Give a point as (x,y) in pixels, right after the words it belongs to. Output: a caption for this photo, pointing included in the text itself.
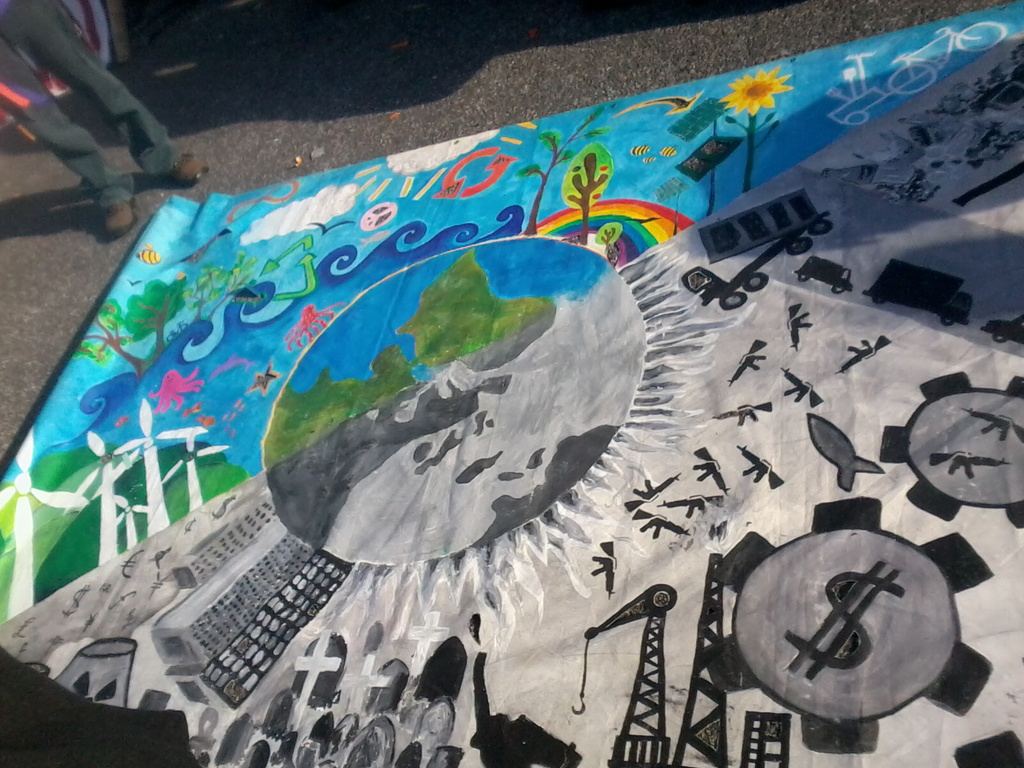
In this picture we can see painting (146,639), some objects (116,39) and a person's legs (74,124) on the road (349,75).
